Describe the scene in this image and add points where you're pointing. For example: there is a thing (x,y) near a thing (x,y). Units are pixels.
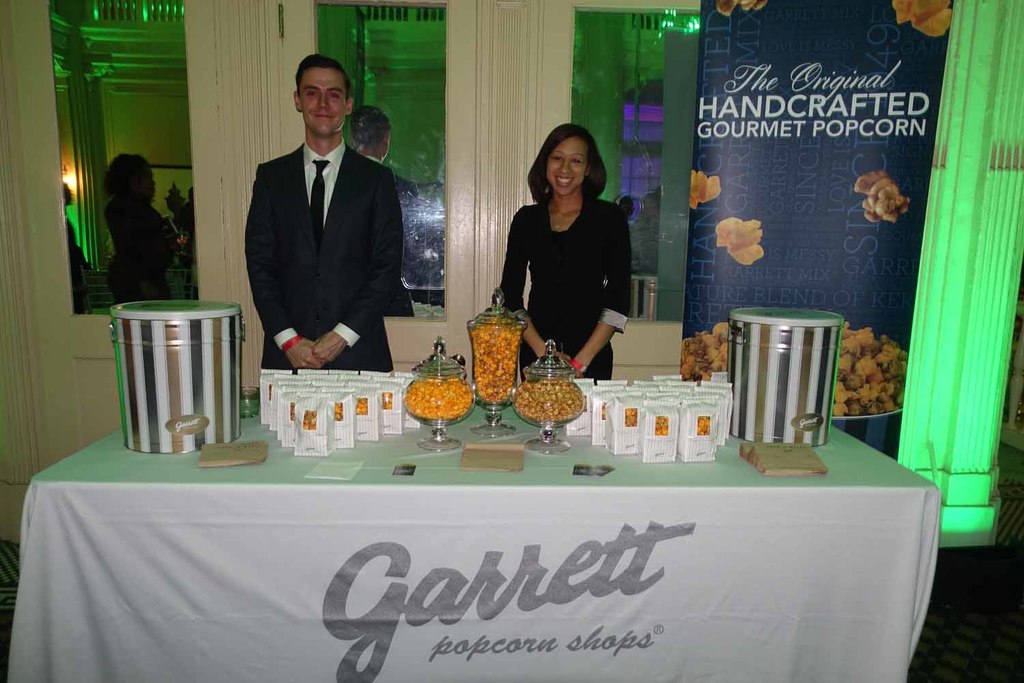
These two persons (572,206) are standing and holds a smile. On this table (445,464) there are container (790,411) and food packets (360,381). This is a banner (769,173). On this glass (121,145) there is a reflection (125,167) of persons (121,183).
